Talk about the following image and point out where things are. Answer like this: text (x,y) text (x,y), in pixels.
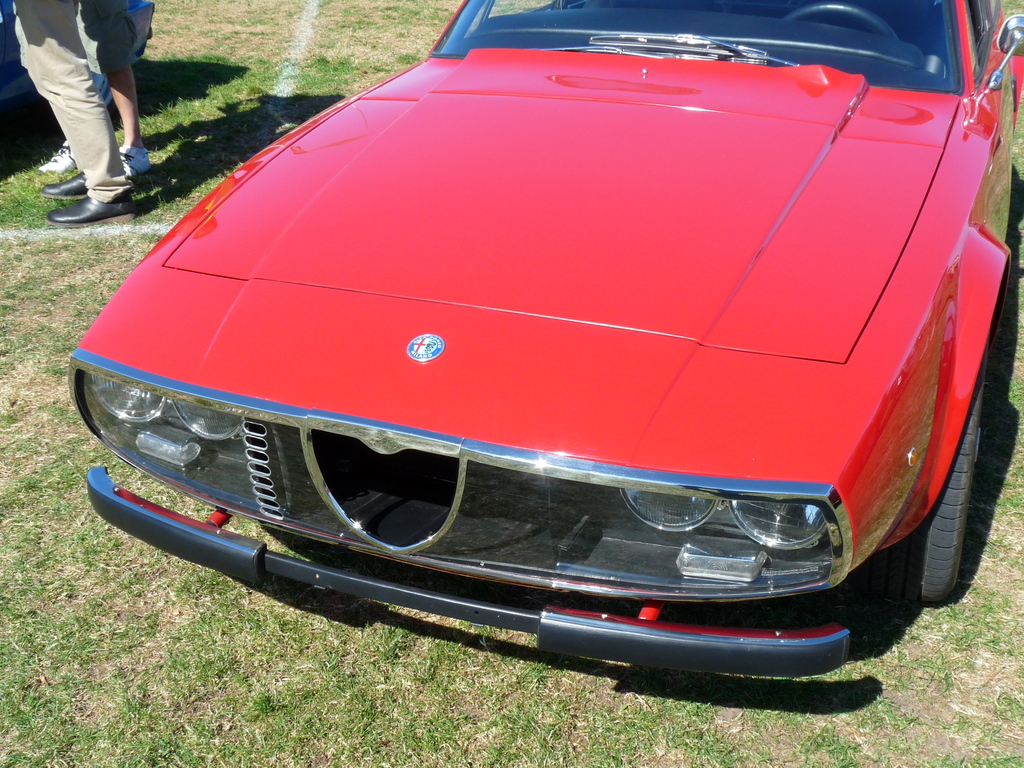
In this image I can see a car (271,508) which is in red color. Background (198,103) I can see grass (218,82) in green color and few other persons (53,50) standing.
